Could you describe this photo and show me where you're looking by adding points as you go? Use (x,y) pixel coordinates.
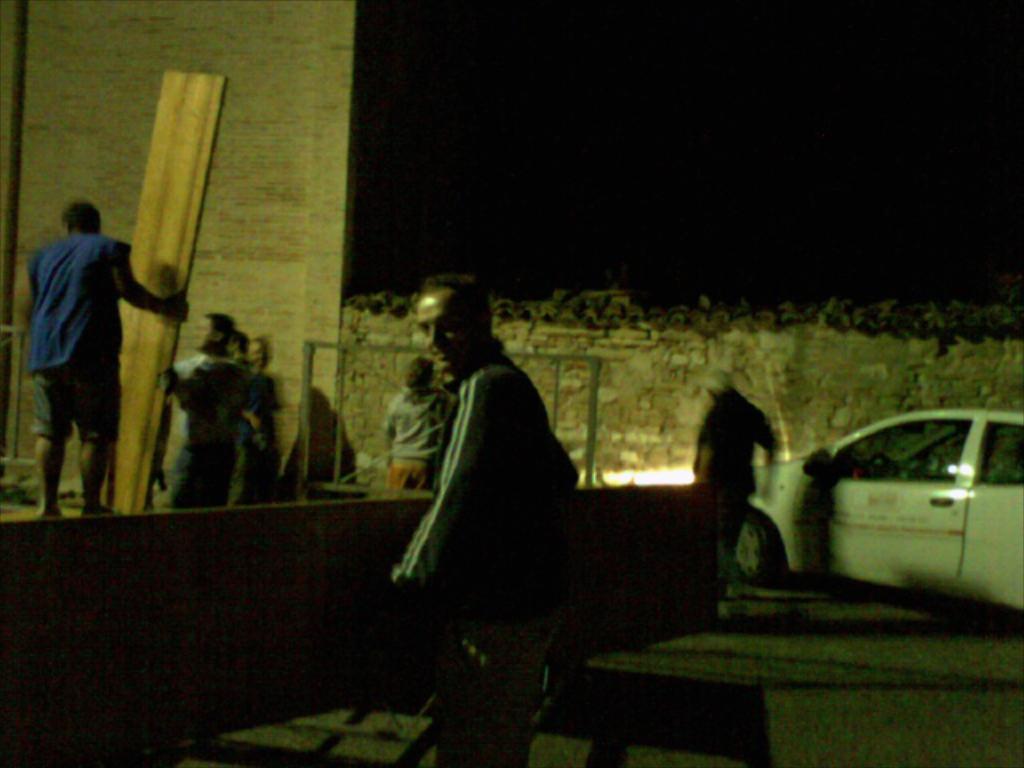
This image is clicked on the road (838,673). There are a few people (452,403) standing in the image. To the left (47,441) there is a man (68,343) standing and holding a wooden plank (147,314) in his hand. In the center (495,510) there is a man (484,572) standing. In front of him there is a board (292,557) on the wall (631,559). To the right (849,533) there is a car (890,533) on the road (848,587). Behind the car (847,514) there is a wall (753,361). At the top (581,164) it is dark.
